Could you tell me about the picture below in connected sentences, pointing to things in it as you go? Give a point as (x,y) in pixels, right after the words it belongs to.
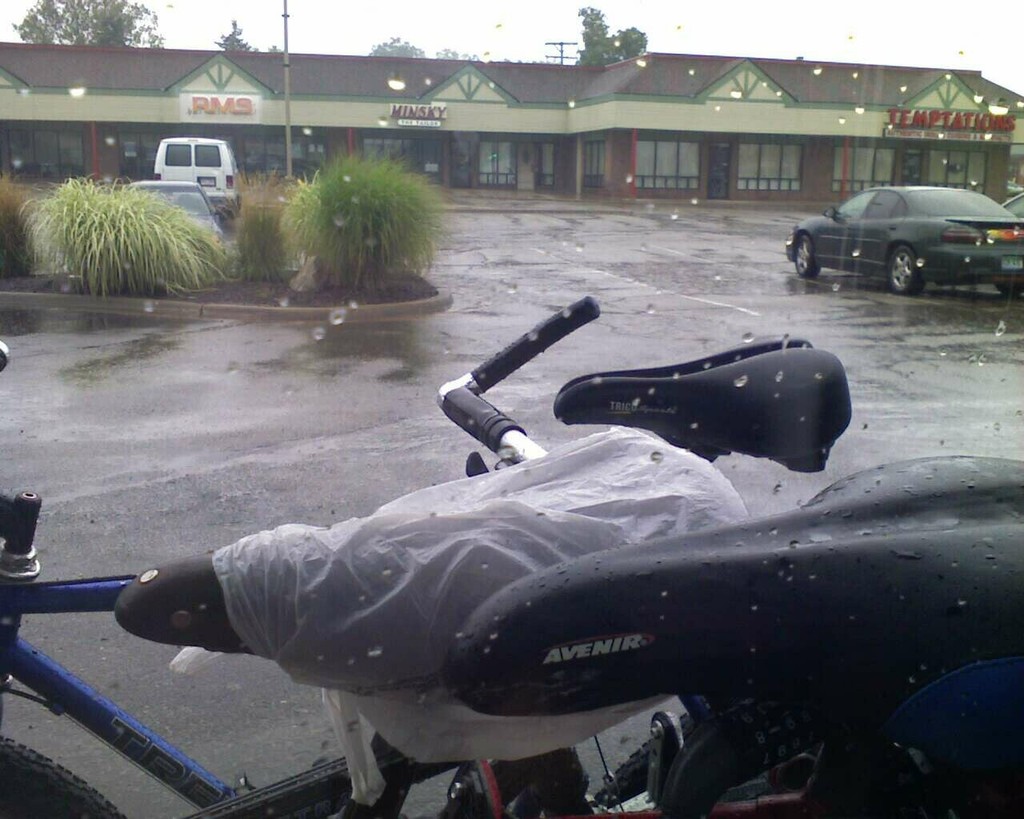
In this image we can see cycles (633,667). In the back (174,225) there are plants (284,211) and vehicles (225,194). Also there is a building (281,98) with names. In the background (448,22) there are trees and sky (646,22). And there are water droplets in the image.
